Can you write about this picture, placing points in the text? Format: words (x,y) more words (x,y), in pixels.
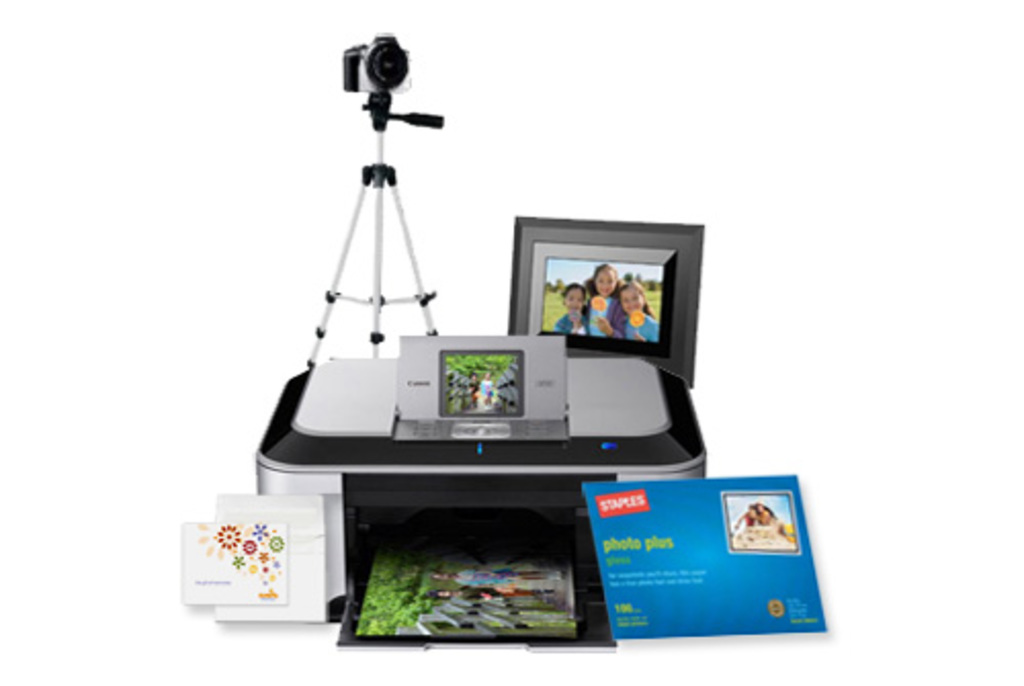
In this image there are some photo frames (617,320), cards (312,559), camera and some device (503,431).
